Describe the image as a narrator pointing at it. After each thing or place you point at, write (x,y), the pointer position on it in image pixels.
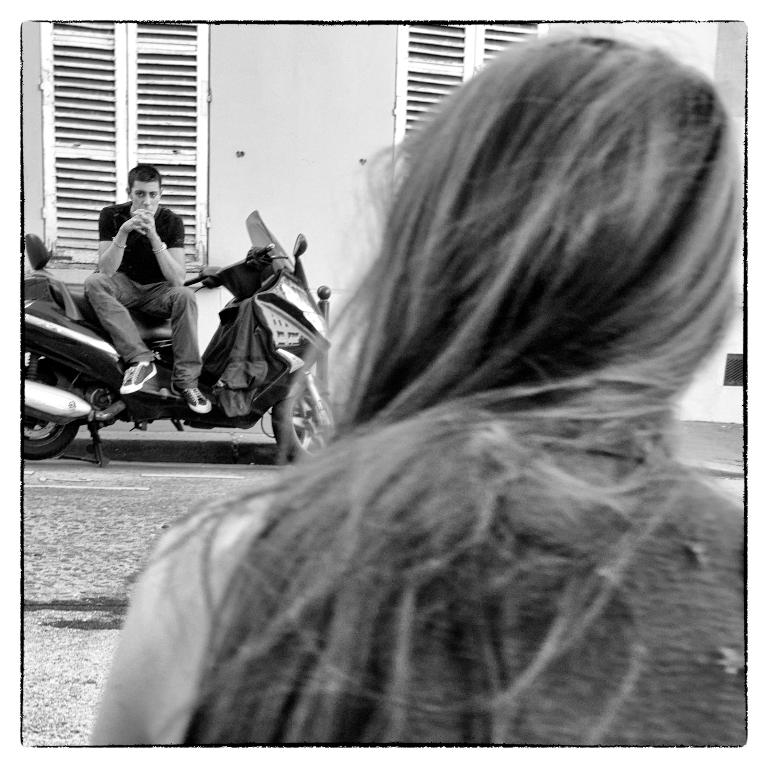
It is the black and white image in which there is a girl (446,367) with the long hair (481,478) in the middle (429,446). In front of her there is a man (146,267) sitting on the bike (218,373). Beside him there are windows (421,95).
